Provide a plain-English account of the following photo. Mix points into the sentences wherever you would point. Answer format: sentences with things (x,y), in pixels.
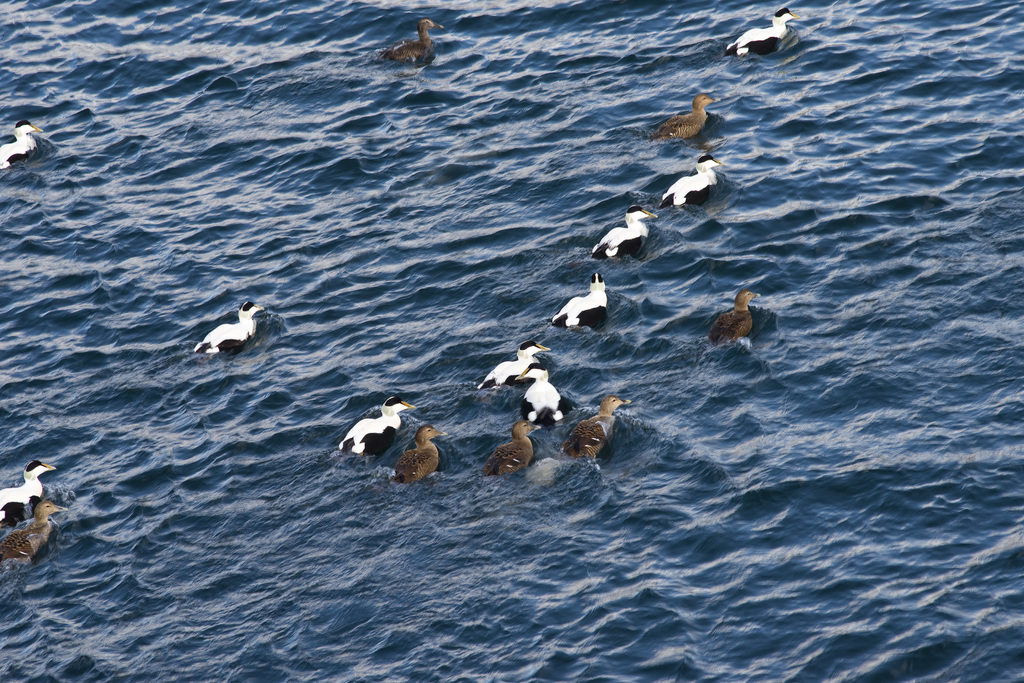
This picture is clicked outside the city and we can see the birds (401,482) in the water body (751,380) and we can see the ripples (600,540) in the water body (259,422).
